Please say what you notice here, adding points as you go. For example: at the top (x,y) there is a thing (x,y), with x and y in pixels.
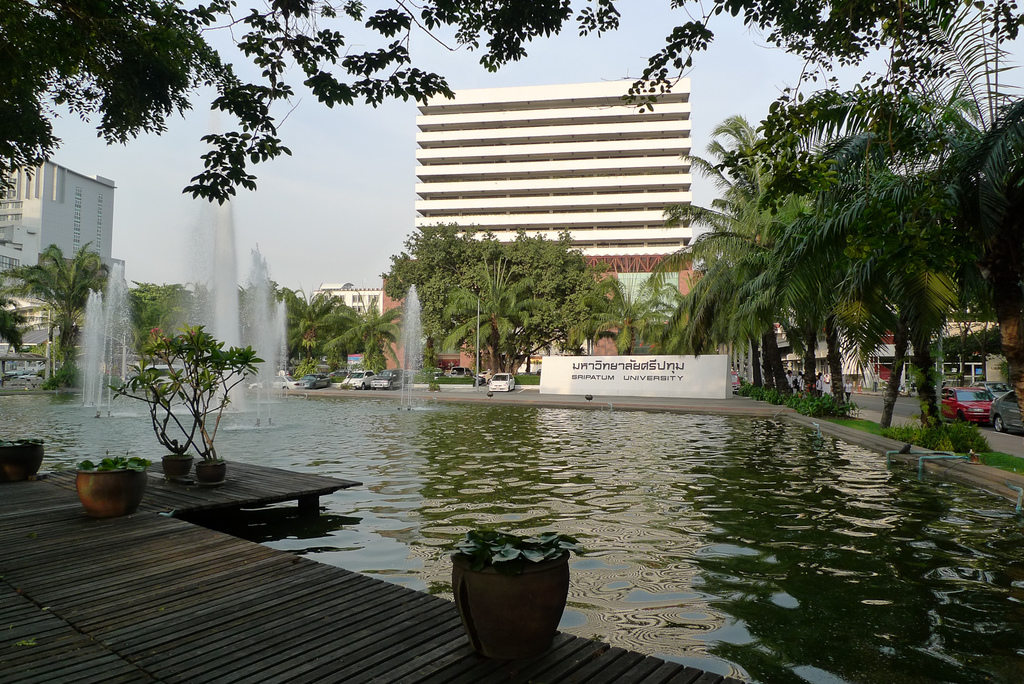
In the background (554,273) we can see the sky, buildings (6,213), trees (444,314), vehicles (963,391) and the people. In this picture we can see the water (453,423), wooden platform (308,619), pots (480,635), plants (748,388), water fountains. We can see there is something written on the wall (616,392).
